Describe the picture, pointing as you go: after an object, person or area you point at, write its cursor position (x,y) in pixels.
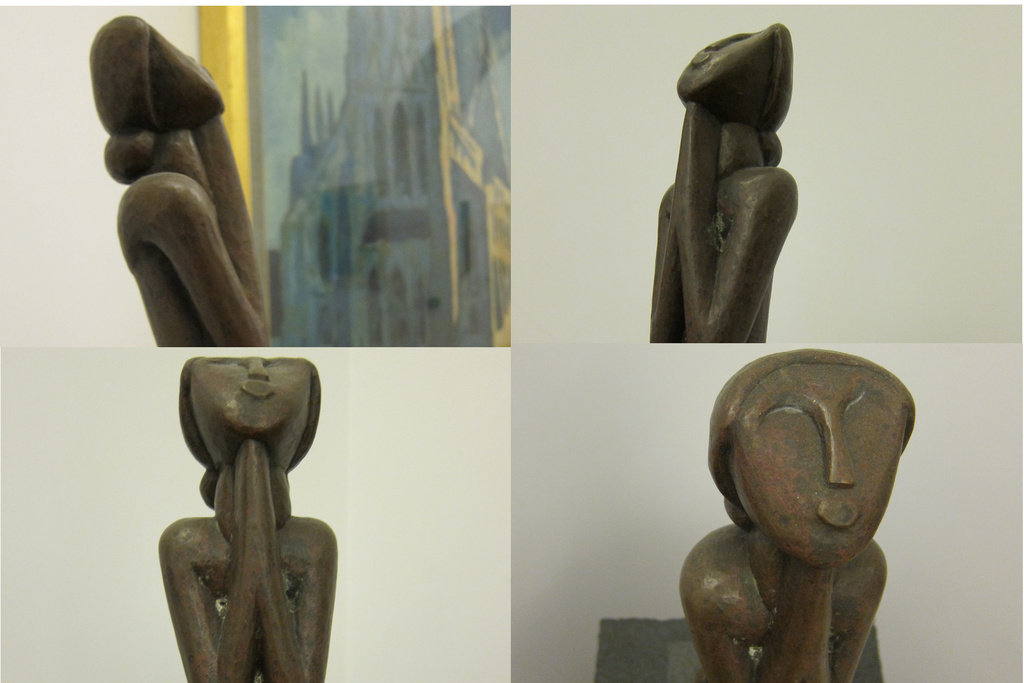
This is a collage in this image there are some sculptures (681,339) and in the background (720,367) there is a wall (854,170), on the left side (327,84) there is one photo frame (323,158) on the wall (861,182).
